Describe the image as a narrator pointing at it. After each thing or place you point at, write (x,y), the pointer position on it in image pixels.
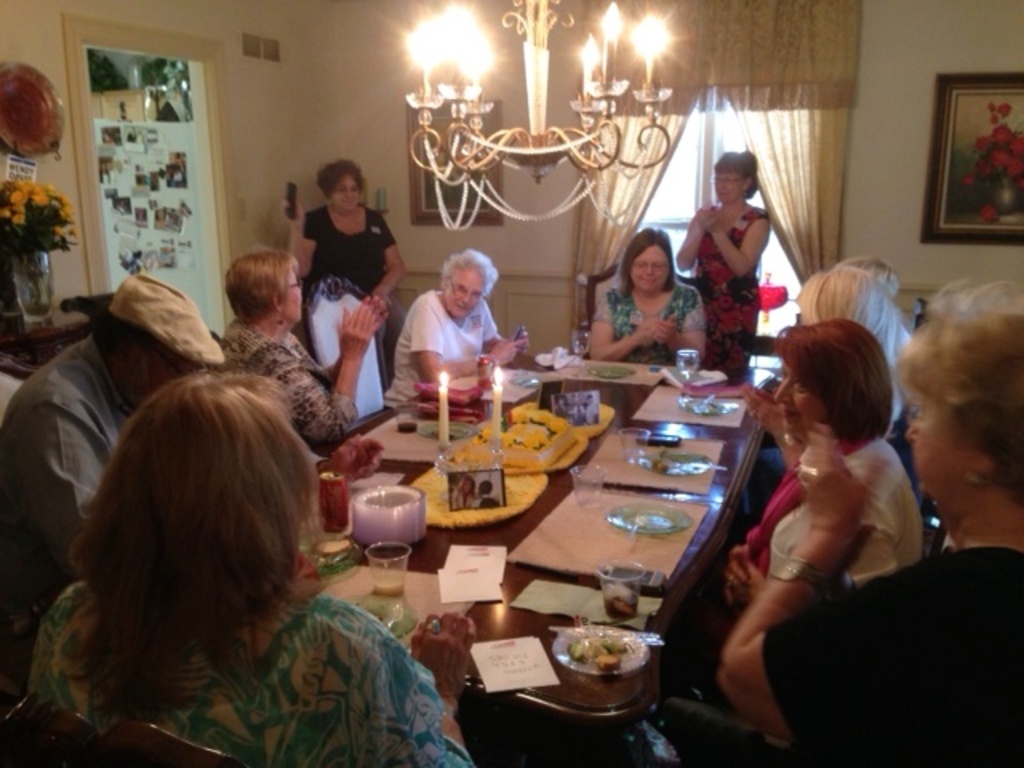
This picture shows a group of people (820,354) seated on the chairs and we see few glasses (395,591) and plates (703,412) on the table (490,544) and we see two woman (331,269) standing on the back (724,268) and we see curtains (776,112) to the window (662,199) and a photo frame (982,92) on the wall (942,252).
